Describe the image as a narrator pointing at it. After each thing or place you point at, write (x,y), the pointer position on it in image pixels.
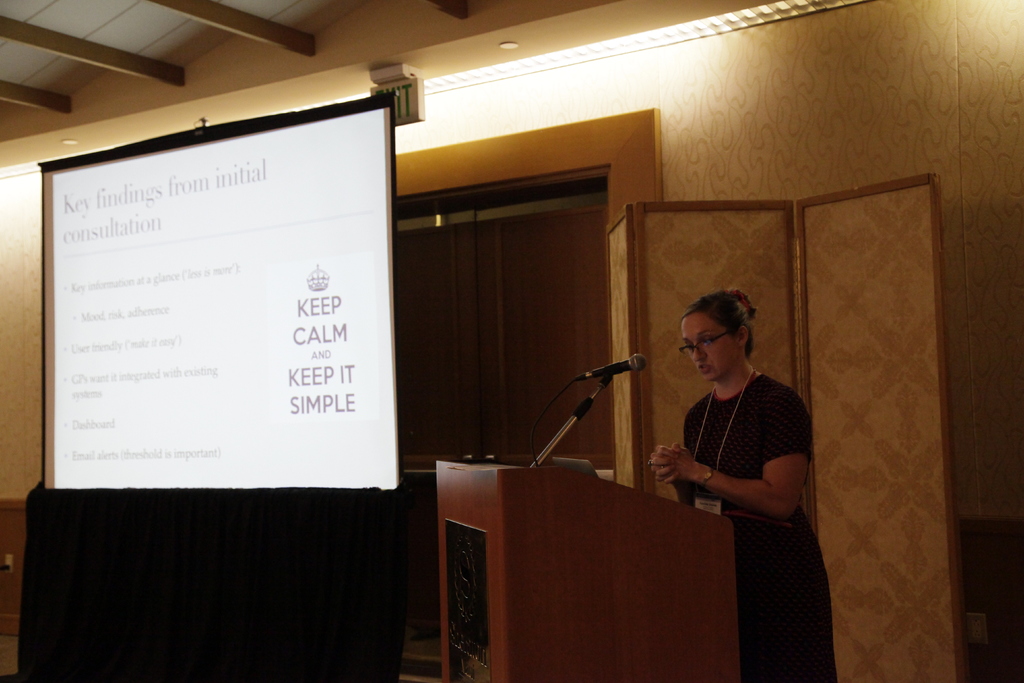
In the image there is a woman (729,499) in black dress (791,625) standing in front of dais (637,544) talking on mic (641,366) and beside her there is screen (288,119) on the wall (30,206), there are lights (495,66) over the ceiling (426,69).
